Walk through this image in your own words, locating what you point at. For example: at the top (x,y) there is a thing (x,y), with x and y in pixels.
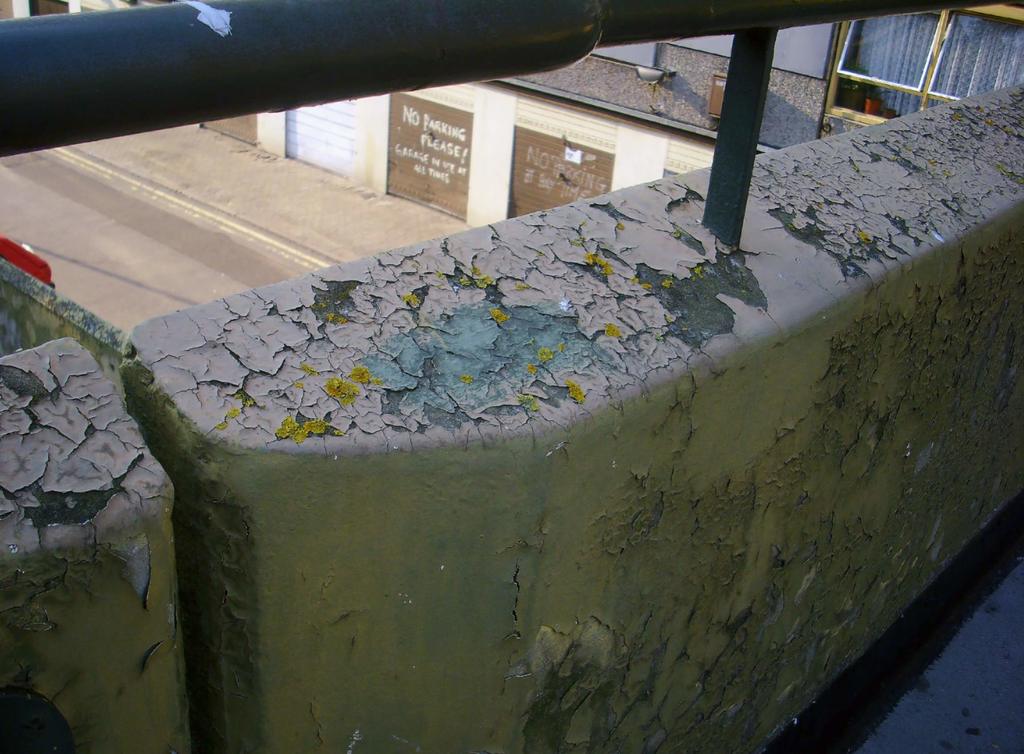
In this image we can see some buildings (707,109), one light (645,77) attached to the wall (831,130), one flower pot (873,105) in the glass window (923,67), some curtain (918,76), some objects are on the surface (224,321), one road (78,183), some objects (251,96) attached the wall (493,168), some shop shutters (252,115) in the building (47,4), one white paper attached to one shop shutter (565,168) and some text (585,170) on the shop shutters (572,171).
